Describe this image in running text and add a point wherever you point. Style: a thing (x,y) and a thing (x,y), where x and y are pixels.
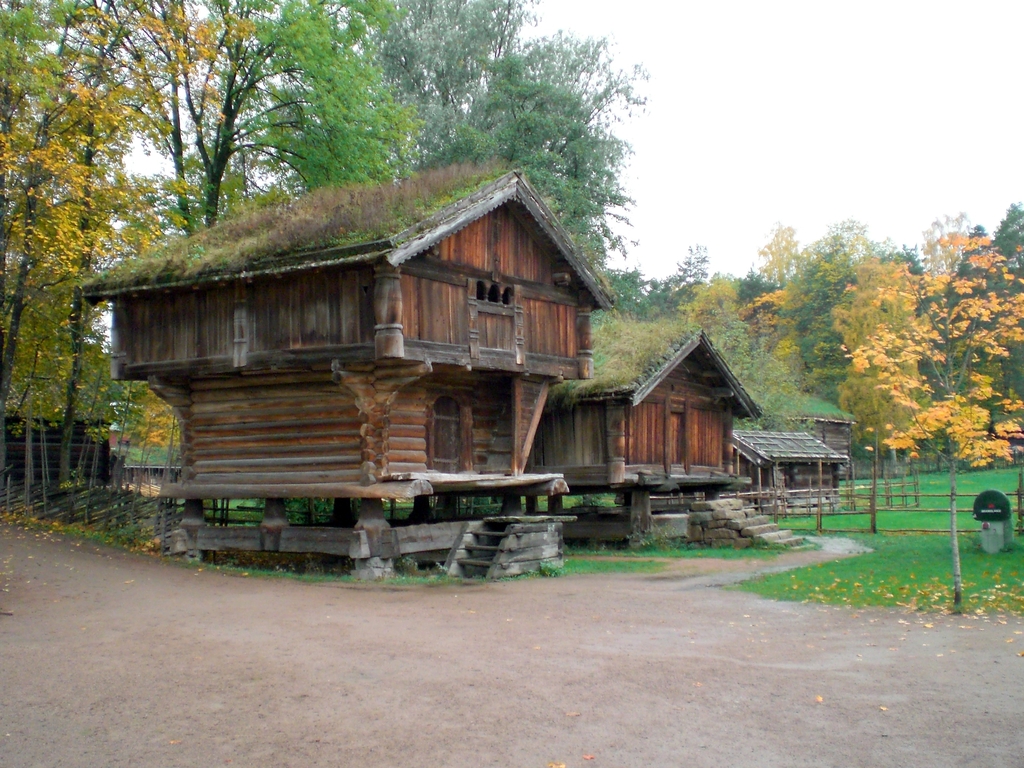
In the picture there are wooden houses (459,285) present, there are trees (122,86), there is grass (594,348), there is a cloudy sky (884,25).
